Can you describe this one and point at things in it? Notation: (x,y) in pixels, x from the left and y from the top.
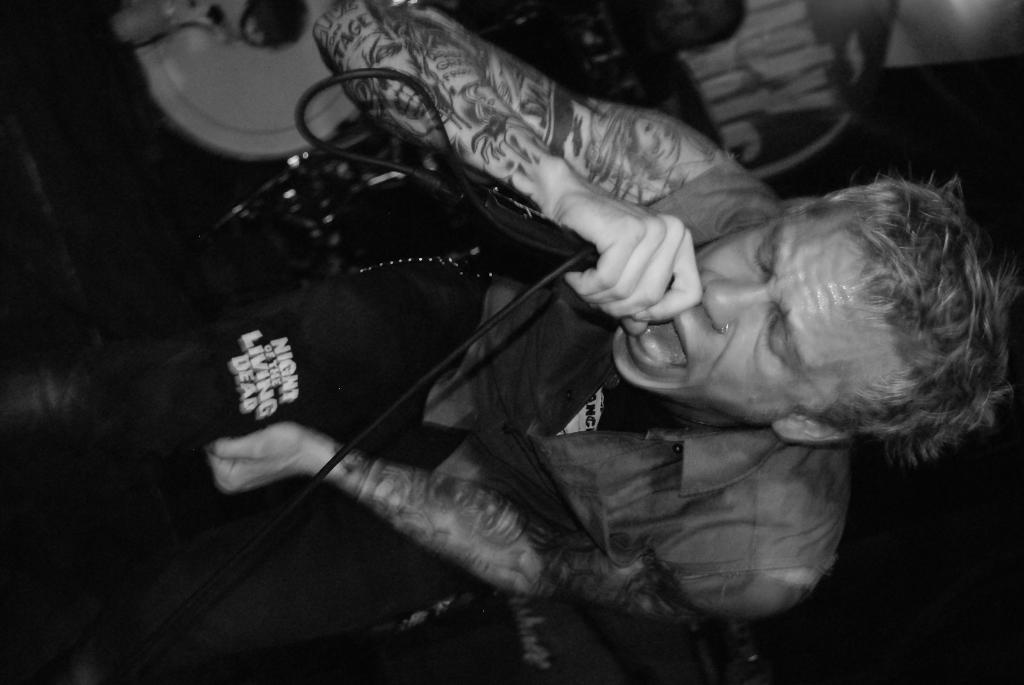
In this image I can see a person (731,336) is holding something. I can see few objects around and tattoos (587,131) on his hands (665,171). The image is in black and white.
